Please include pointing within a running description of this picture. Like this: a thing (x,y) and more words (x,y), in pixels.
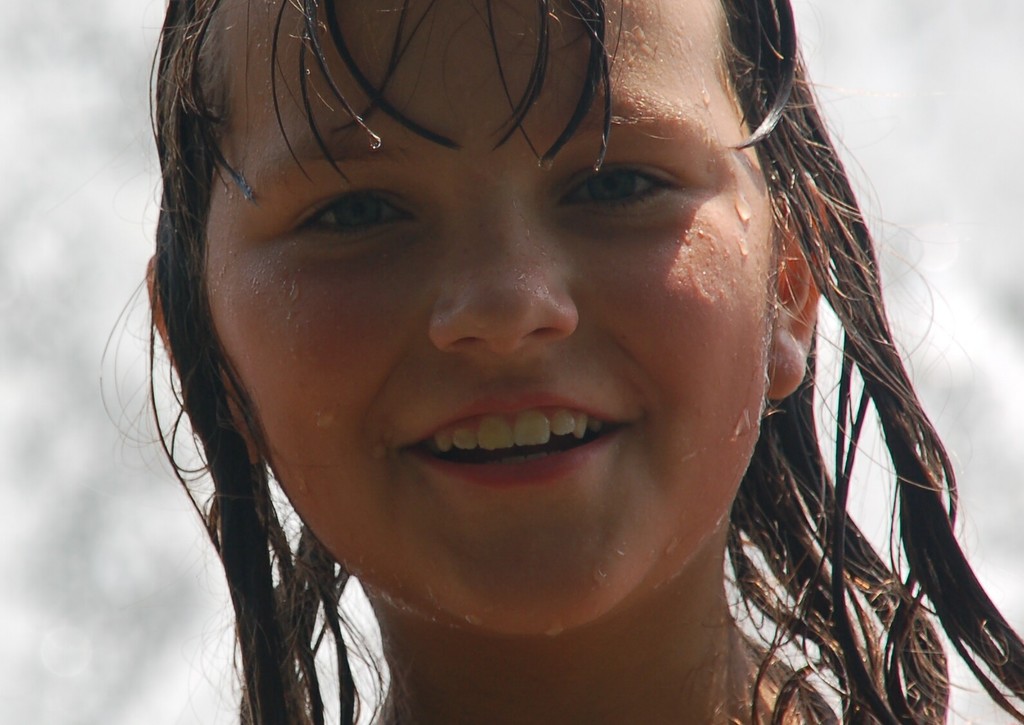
In this picture I can see a girl's face (646,200) in front (376,372) and I see that she is smiling and I see water (596,167) on her face (517,147) and on her hair (315,129). I see that it is white and grey color in the background (997,448).
